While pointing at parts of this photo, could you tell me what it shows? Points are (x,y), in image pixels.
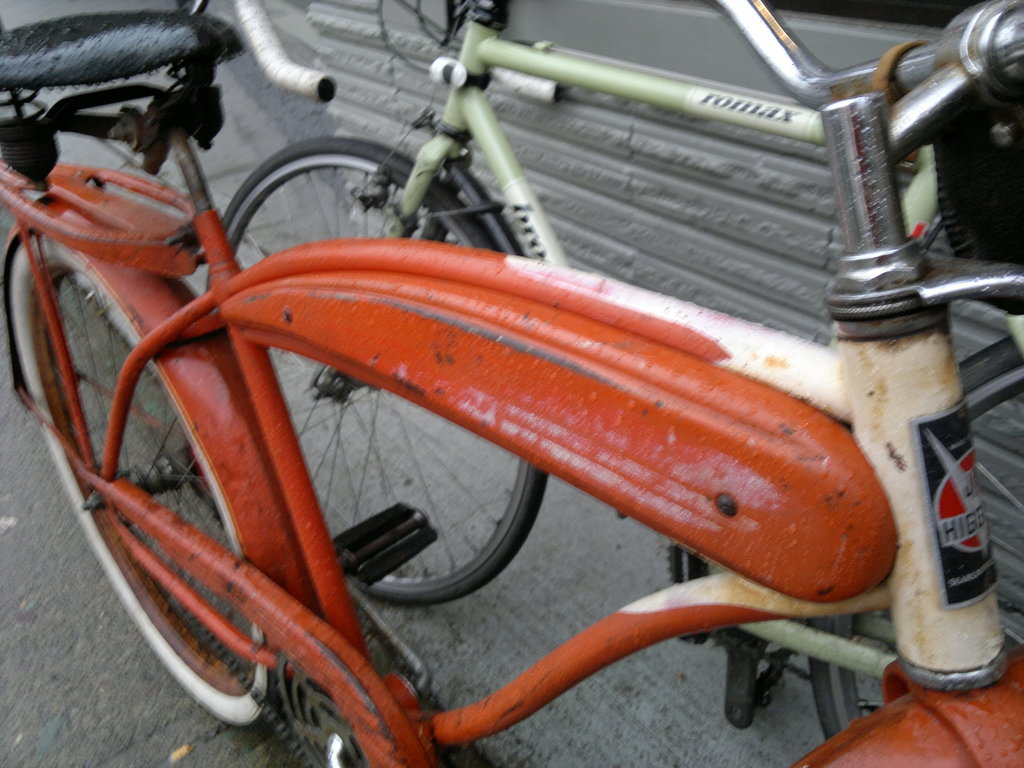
In this image we can see two bicycles (938,669) in which one is in orange color and the other one is green.
